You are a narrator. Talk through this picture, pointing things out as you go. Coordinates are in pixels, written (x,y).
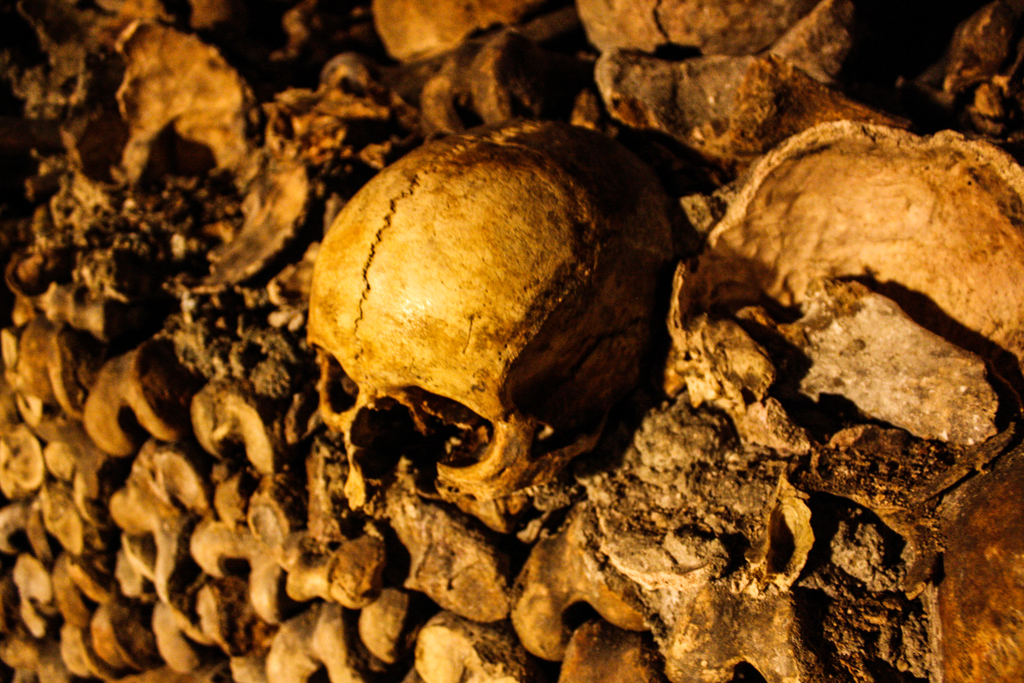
In the picture there are skulls (194,77) and bones (25,575) present.
